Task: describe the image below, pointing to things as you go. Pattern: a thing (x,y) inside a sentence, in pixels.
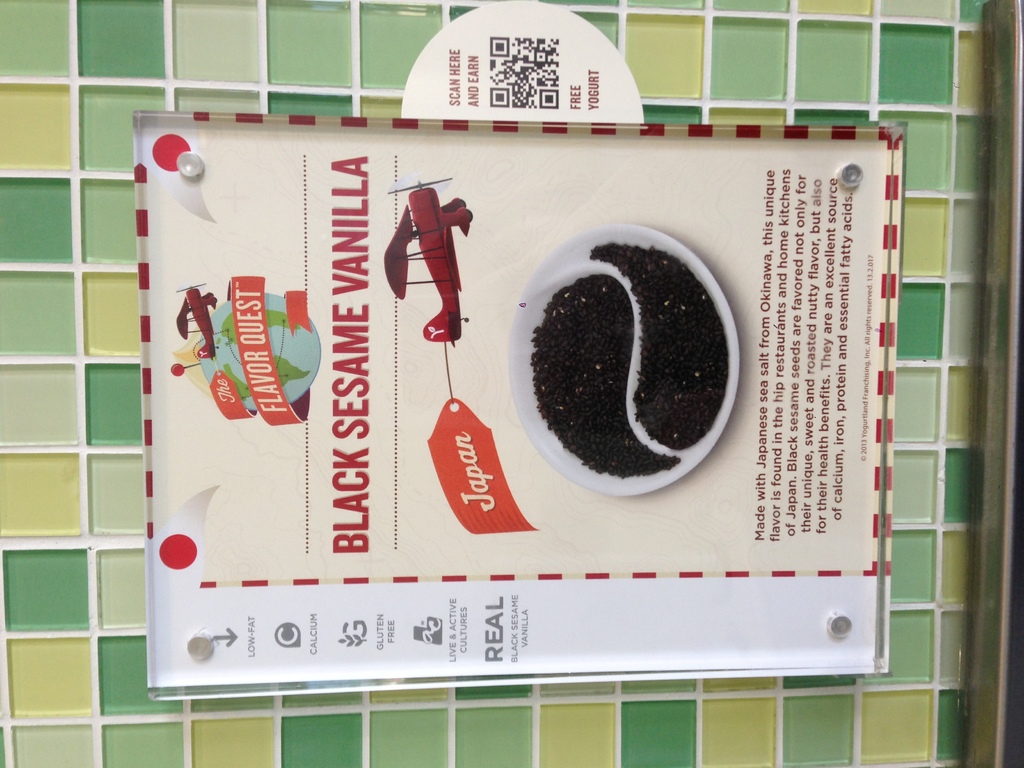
In this image, we can see a glass object (442,405) with a poster (550,476) on the wall (38,712). At the top of the image (542,80), we can see text (594,79) and barcode (535,99) on the card (526,89). In this poster (547,601), we can see text (489,505), figures (281,388) and icons (293,639).
